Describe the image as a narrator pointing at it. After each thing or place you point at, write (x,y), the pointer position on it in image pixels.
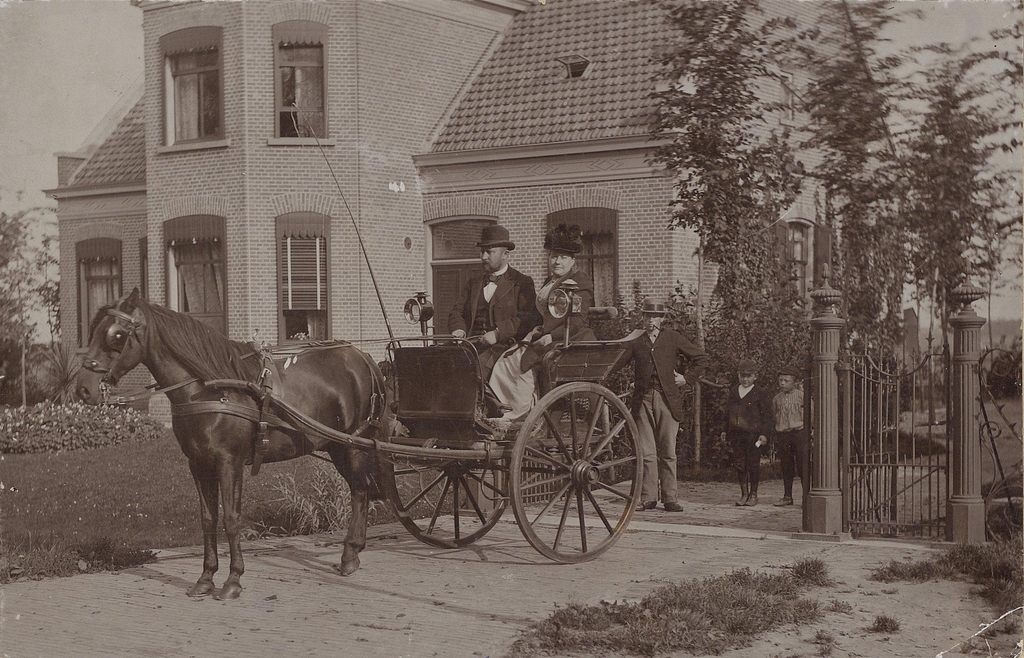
In this image we can see black and white picture of two persons (520,370) sitting in a horse cart (550,397) with lights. On the right side of the image (802,410) we can see some persons (751,394) standing on the ground (736,554), gate (921,477) and poles (960,408). On the left side of the image (108,423) we can see flowers (65,423) on the plants (93,424). In the background of the image (544,89) we can see building (433,247) with windows (439,225), roof (588,110), group of trees (869,158) and the sky (25,93).
